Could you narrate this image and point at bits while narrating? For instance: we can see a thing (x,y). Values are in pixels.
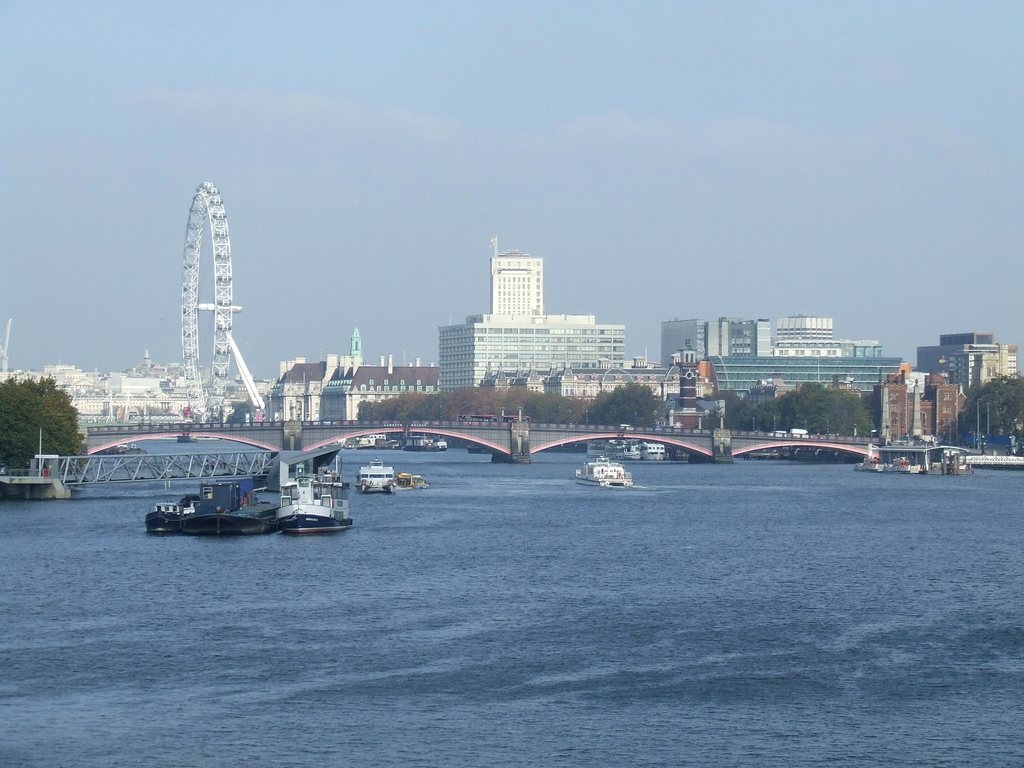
In this image, we can see some boats (582,470) floating on the water (566,568). There is a bridge (522,450) and some buildings (553,317) in the middle of the image (447,349). In the background of the image (768,156), there is a sky (599,131).
